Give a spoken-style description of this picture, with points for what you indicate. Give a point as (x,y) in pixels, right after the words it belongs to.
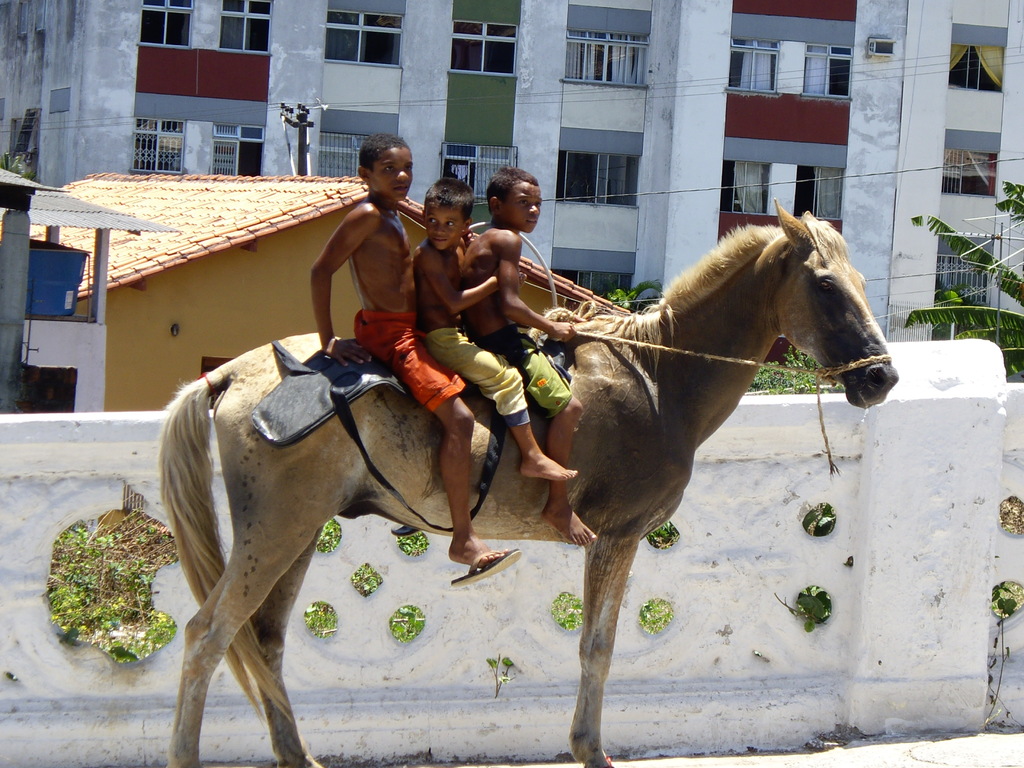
In the middle of the image (603,491) three children (496,280) sitting on a horse (296,474). Behind them there is a building (425,41). Bottom right side of the image (710,655) there is a wall (716,599). Top right side of the image (1018,200) there is a tree (957,316). Top left of the image (302,143) there is a pole (301,122).
